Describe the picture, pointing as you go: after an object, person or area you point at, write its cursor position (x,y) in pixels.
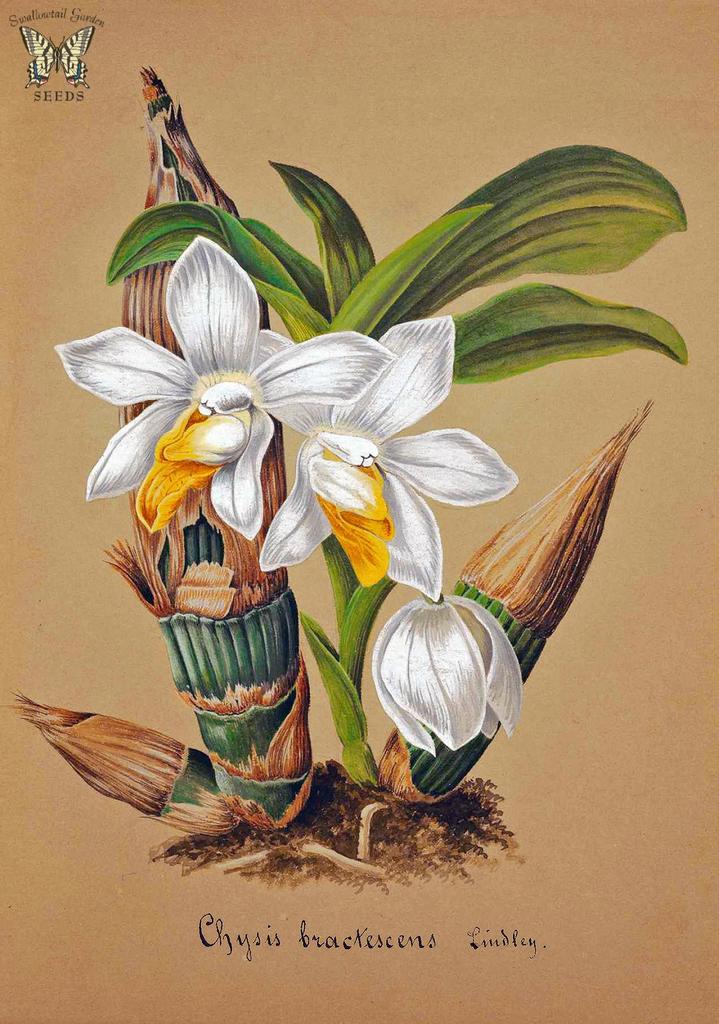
In this picture we can see a few white flowers (304,378) and green leaves (354,329) on the plants (411,765). We can see some text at the bottom of the picture (302,931). There is an image (42,55) of a butterfly (58,59) and some text (37,16) in the top left (40,75).
